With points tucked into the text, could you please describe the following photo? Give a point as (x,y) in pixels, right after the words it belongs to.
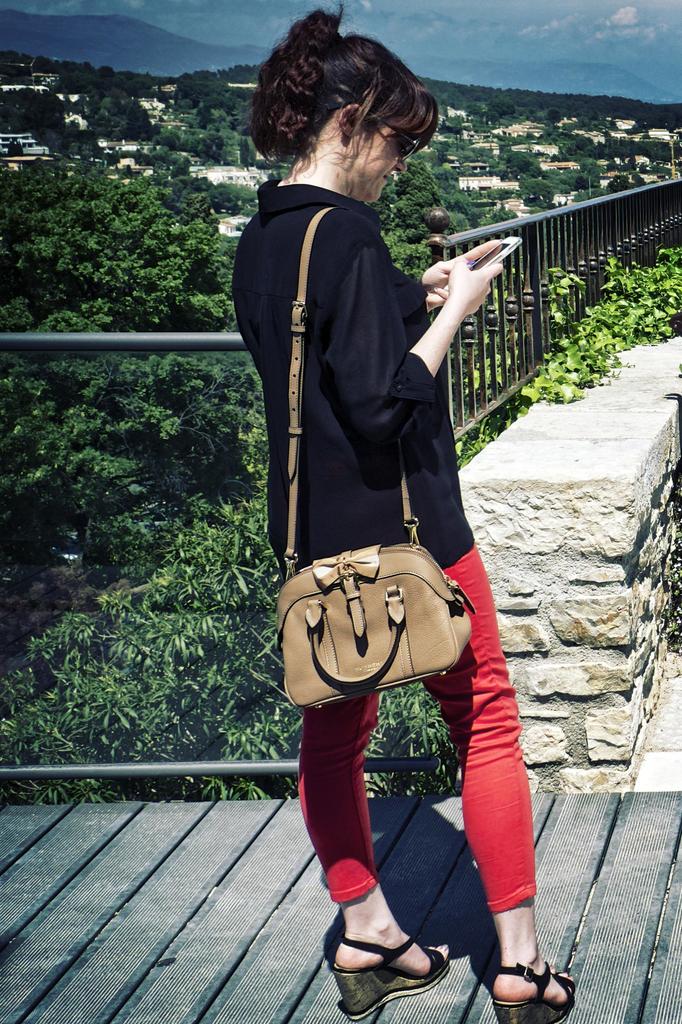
This person (314,335) standing and holding mobile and wear bag (341,633). On the background (398,215) we can see trees (85,75), houses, sky (575,17), fence (604,252).
